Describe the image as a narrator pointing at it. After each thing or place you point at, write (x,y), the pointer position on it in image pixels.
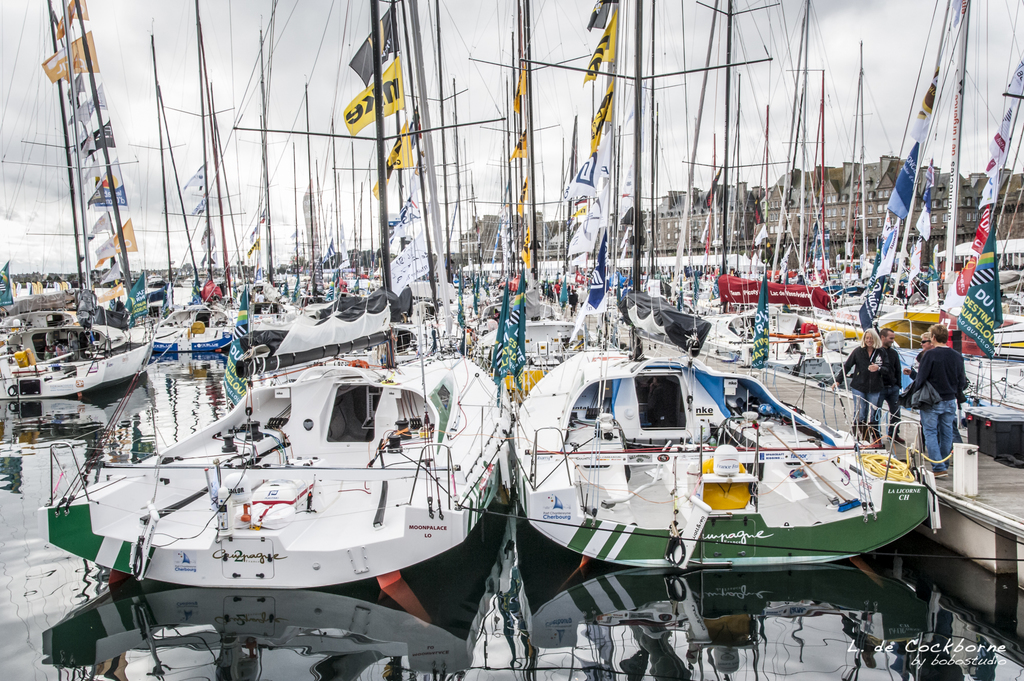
In this image I can see few ships (686,530) on the water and I can see group of people (931,335) standing. In the background (572,230) I can see few flags (584,238) attached to the poles (912,196) and I can also see few buildings (749,245) and the sky (556,117) is in white color.
